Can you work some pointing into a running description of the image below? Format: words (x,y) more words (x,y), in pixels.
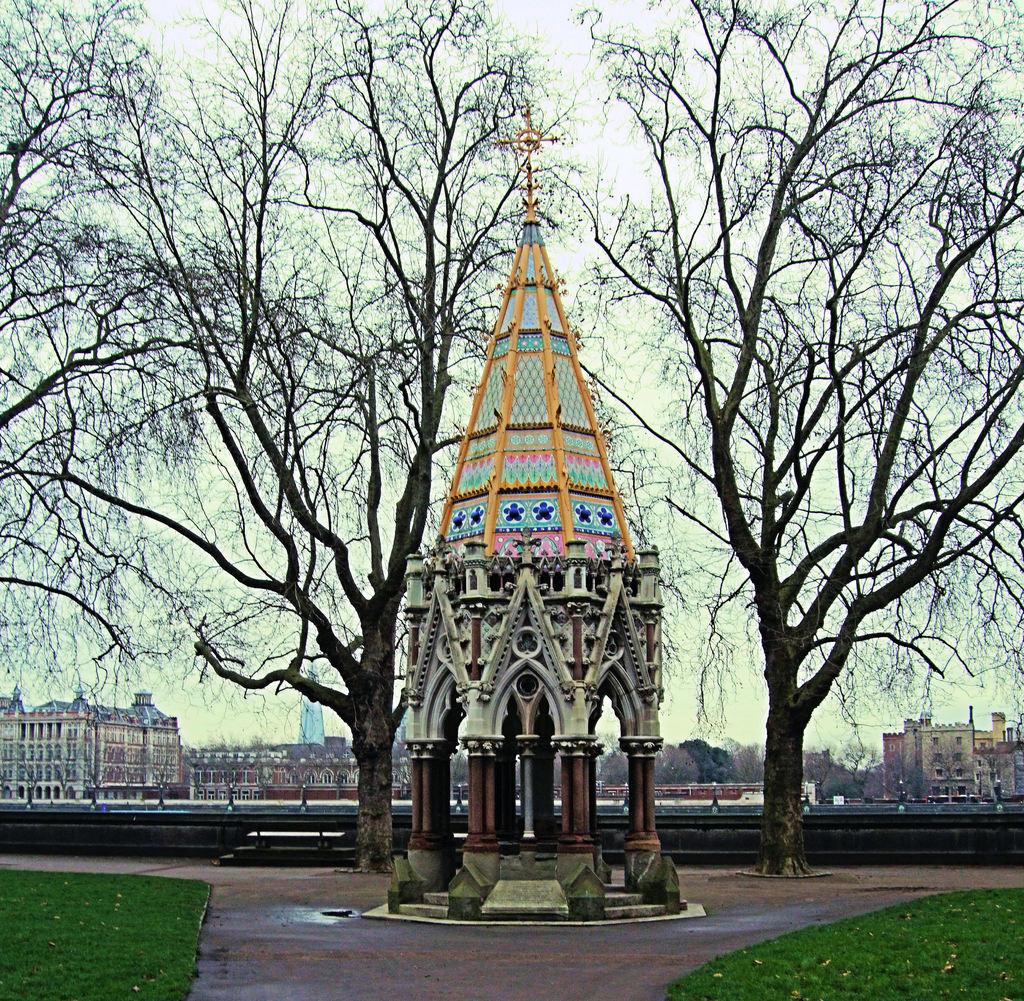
In this image I can see in the middle (436,563) there is the construction (577,668), beside it there are trees (691,386), at the back side (56,764) there are buildings (105,790). At the top (592,73) it is the sky (565,30).
